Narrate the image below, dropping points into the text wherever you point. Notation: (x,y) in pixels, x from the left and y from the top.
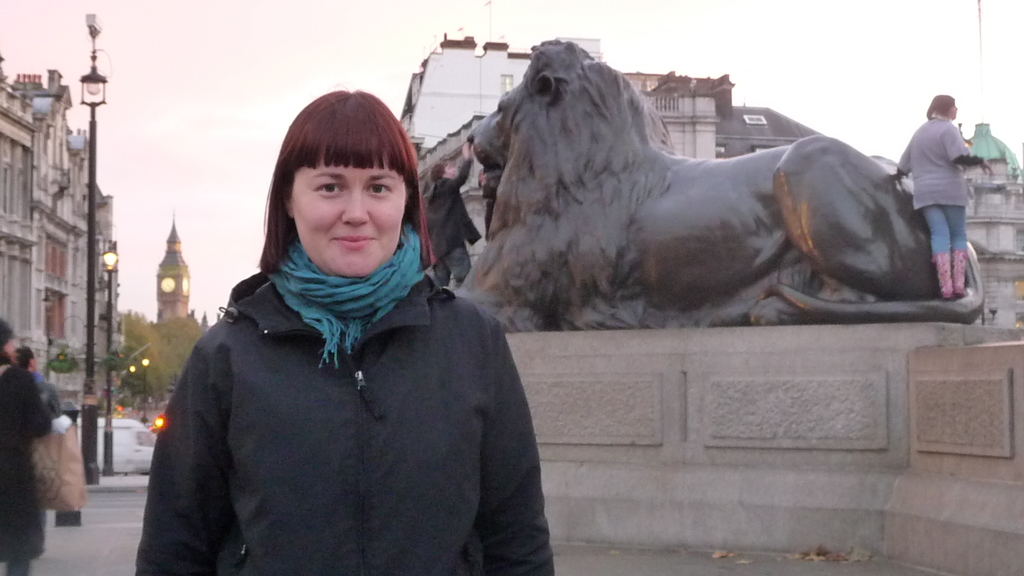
In this picture we can see a woman (466,511) wearing black coat (447,560), blue muffler (369,306) and standing in front (372,293) and smiling. Behind there is a lion statue (550,214) and a man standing beside the statue (645,260). On the left side (81,248) there is a building (99,293), lamppost (114,268) and clock tower (159,312).
